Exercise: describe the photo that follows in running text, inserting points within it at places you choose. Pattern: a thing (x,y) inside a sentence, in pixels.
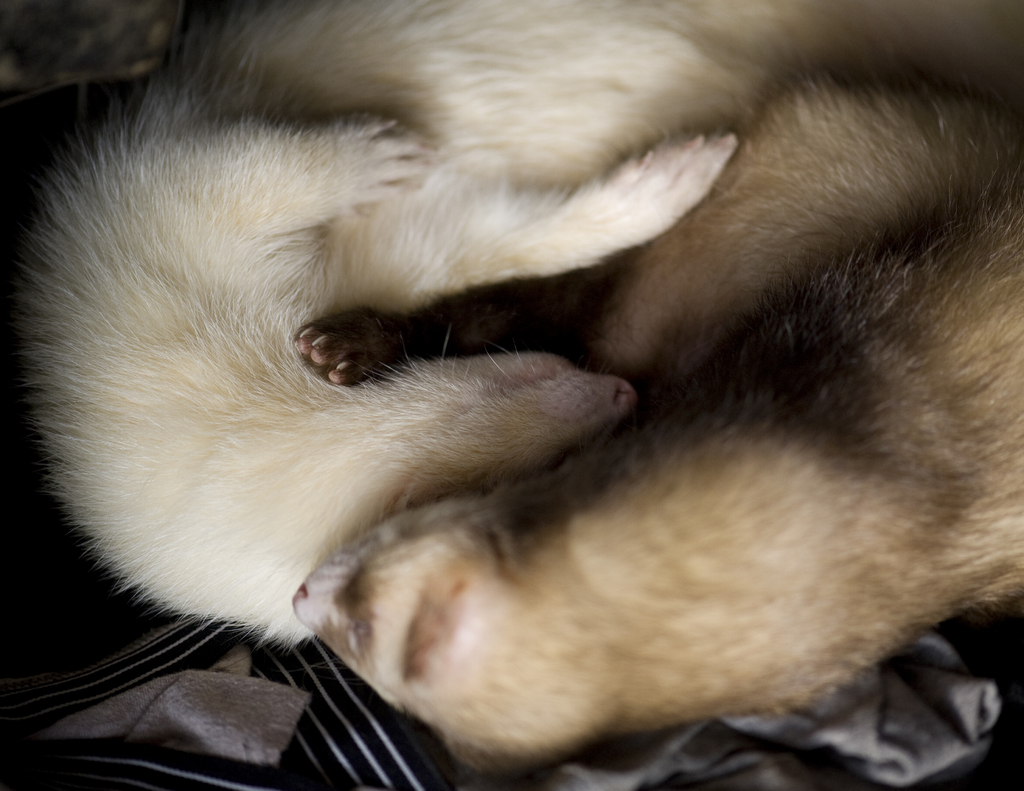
In this image we can see two animals (304,596) lying on the blanket (238,686).
